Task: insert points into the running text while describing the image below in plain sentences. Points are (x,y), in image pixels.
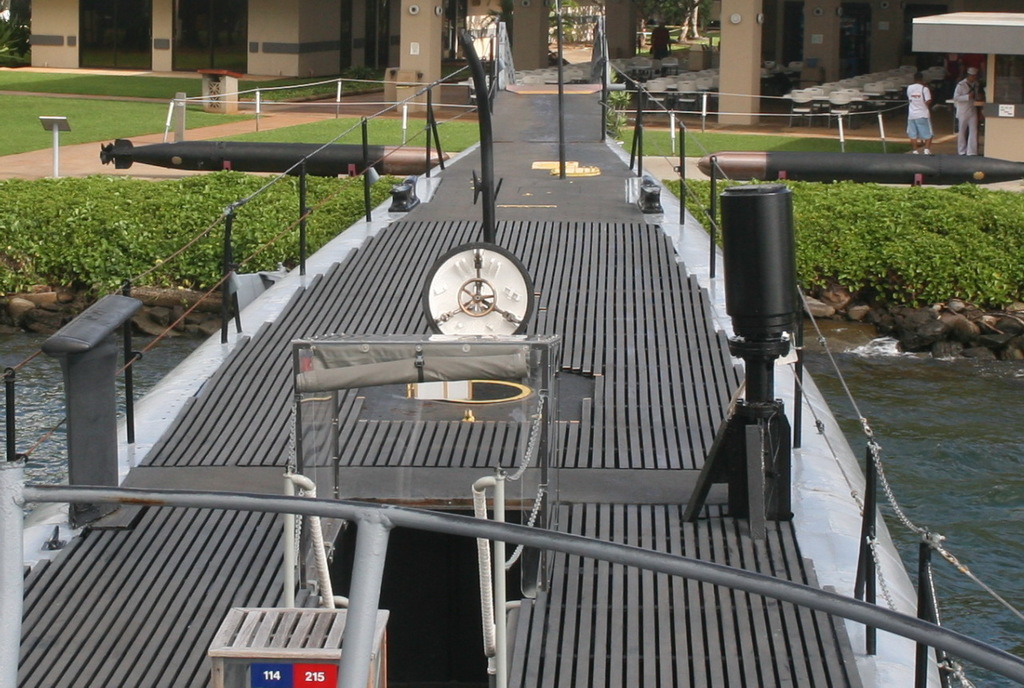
In this image there is a submarine (558,327) in the middle (601,318). Under the submarine (582,227) there is water (944,462). There is a round hatch (467,303) in the middle of the submarine (465,282). In front of the hatch (452,302) there is a glass (403,417). In the background (830,69) there is a building (352,54). Under the building (523,60) there are chairs (855,90). There are small plants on either side of the submarine (501,216).
